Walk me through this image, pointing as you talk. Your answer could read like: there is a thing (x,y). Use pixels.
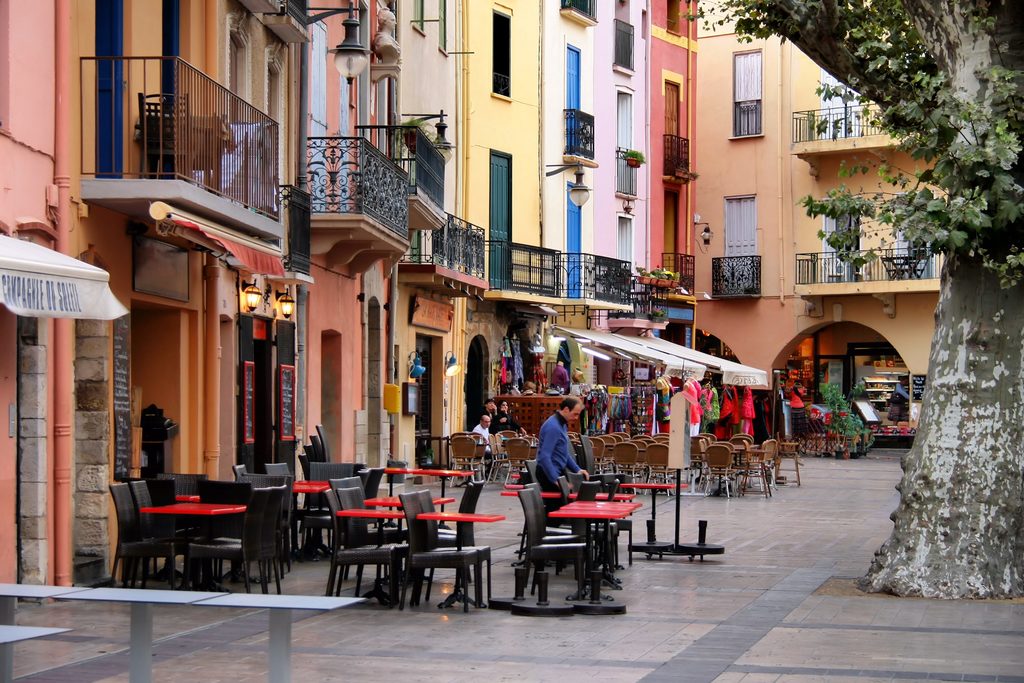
In this image in the center (518,444) there are some tables (224,507) and chairs (664,466) and also there are some persons (557,476), in the background (153,222) there are some buildings (777,244), railing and some pipes (542,238). On the right side (959,224) there is a tree (951,463), at the bottom (577,647) there is a floor (801,592).
